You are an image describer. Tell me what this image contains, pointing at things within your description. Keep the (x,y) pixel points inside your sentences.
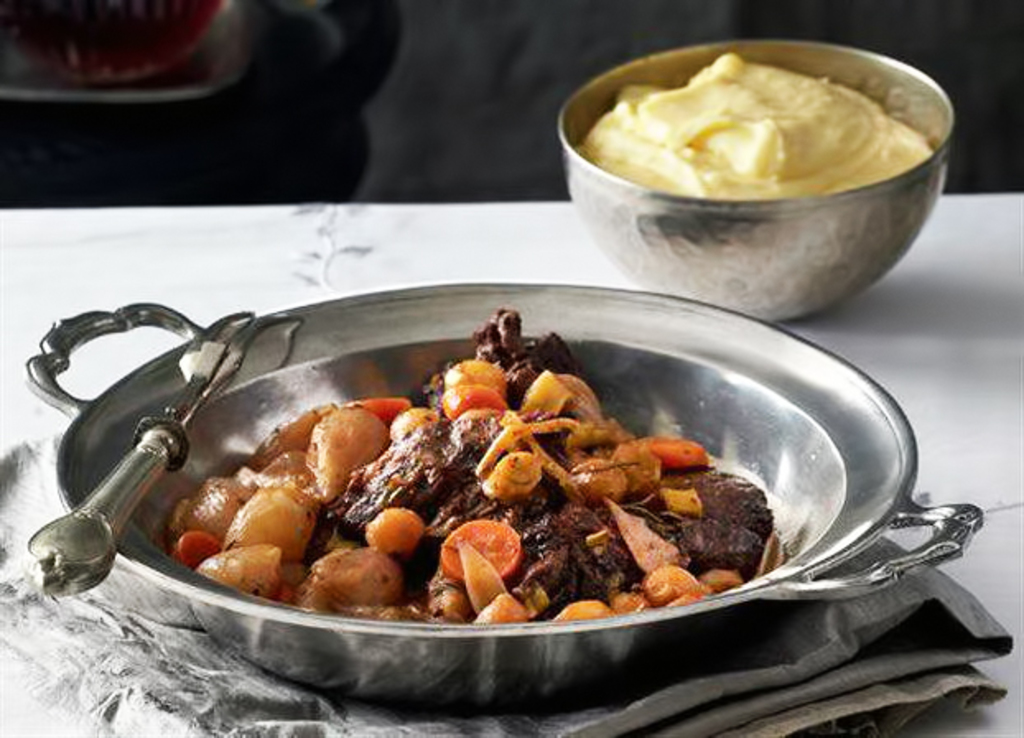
In this picture I can see food items (733,151) in bowls (344,350), there is a fork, there is a cloth (975,687) on an object (1001,536), and there is blur background (984,110).
